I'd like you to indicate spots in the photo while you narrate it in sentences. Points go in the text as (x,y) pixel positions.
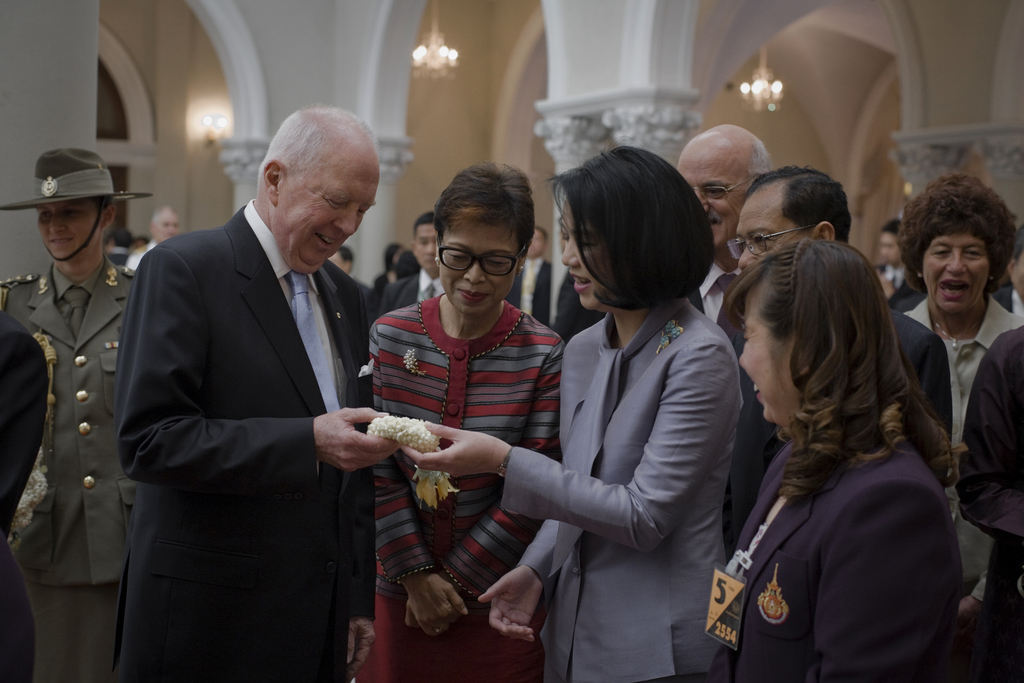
In the picture I can see these people (404,458) are standing here and smiling. The background of the image (23,130) is slightly blurred, where we can see a few more people (718,258) standing, I can see pillars (959,161) and chandeliers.
